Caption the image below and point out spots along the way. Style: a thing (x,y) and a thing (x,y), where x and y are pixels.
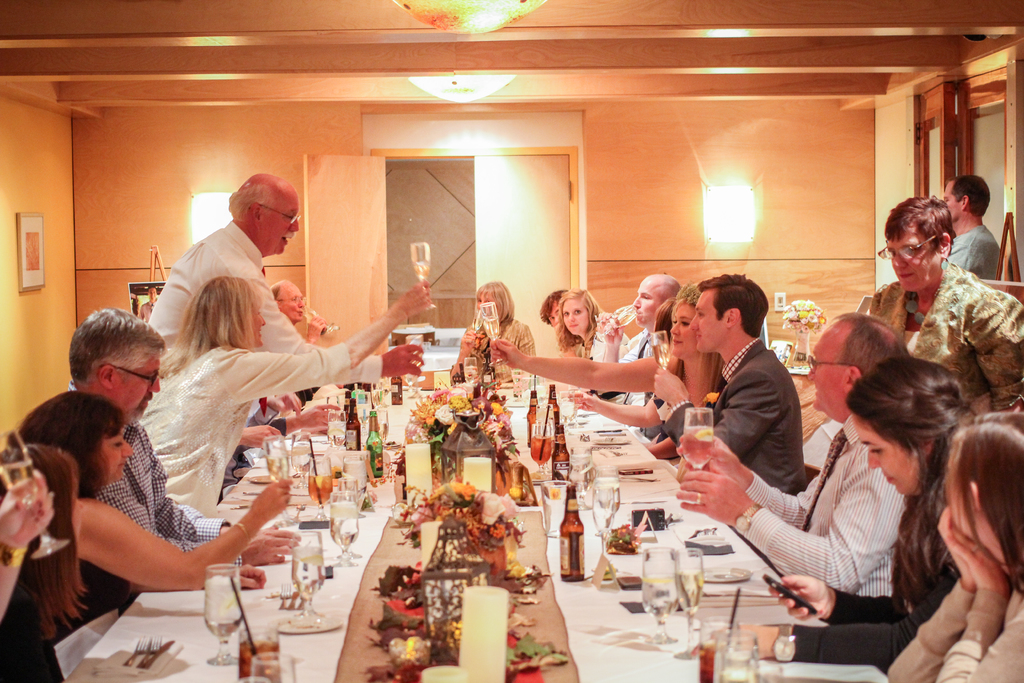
This picture is taken in a room (616,129). There are group of people (146,498) sitting around a table (386,641). Towards the left (279,326) there is a man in white shirt (175,298) holding a glass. Towards the right (885,312) there is a woman (1009,363) she is wearing spectacles (933,238) and a colorful dress (946,284). In the right bottom (882,600) there is a woman (932,506) wearing black dress (830,635), holding a mobile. On the table (506,534) there are glasses (534,456), bottles (574,535), plants (496,522), forks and plates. In the background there are lights (216,218) and door (343,211).
